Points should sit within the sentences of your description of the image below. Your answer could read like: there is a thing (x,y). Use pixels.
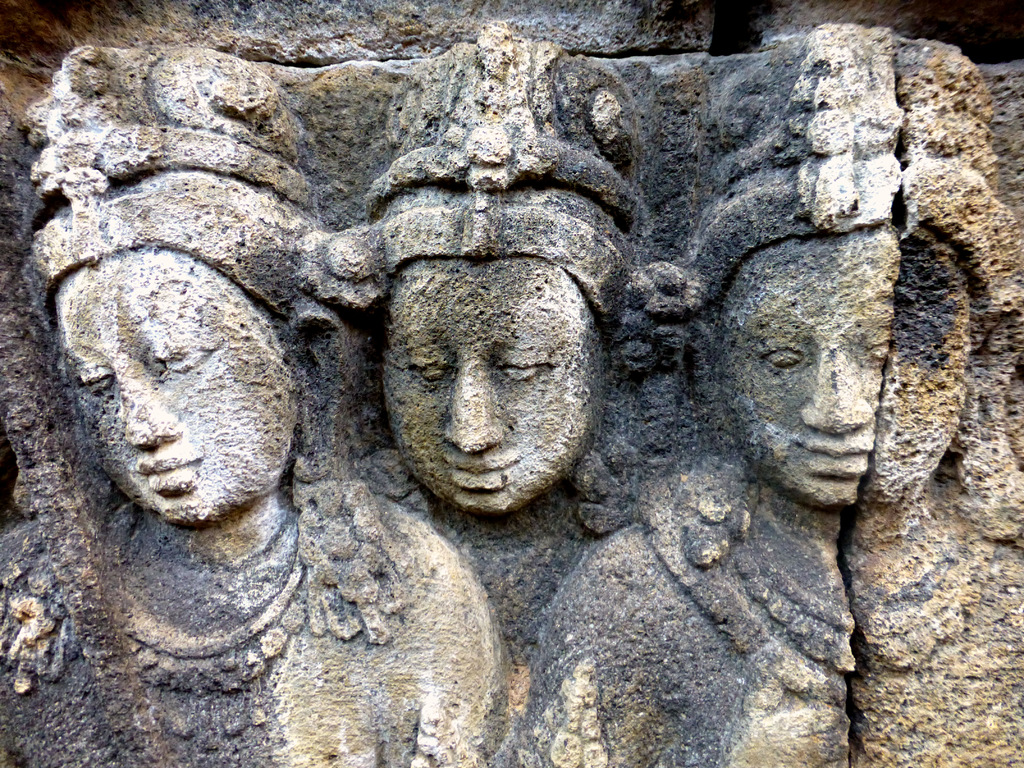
In this picture, we see the idols (818,486) which are carved on the stone (334,453).
